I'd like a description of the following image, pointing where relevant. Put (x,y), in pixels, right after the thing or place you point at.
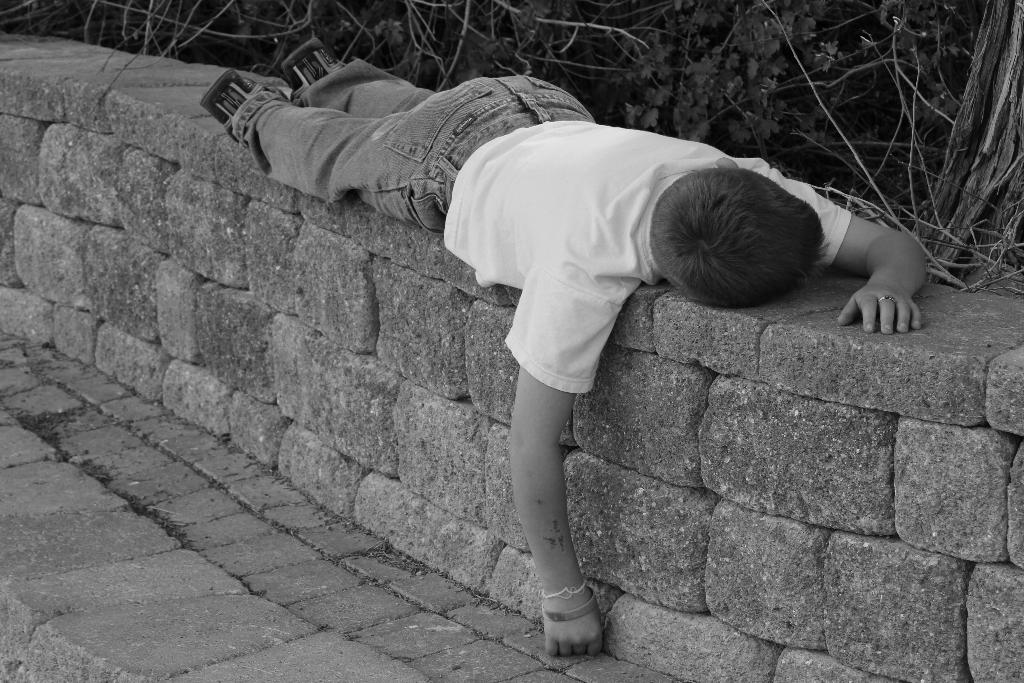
In this image I can see the person (421,159) lying on the rock (604,404). The person (329,144) is wearing the dress (538,206) and the shoes (233,116). To the side of the person (252,95) I can see many trees (764,60).
